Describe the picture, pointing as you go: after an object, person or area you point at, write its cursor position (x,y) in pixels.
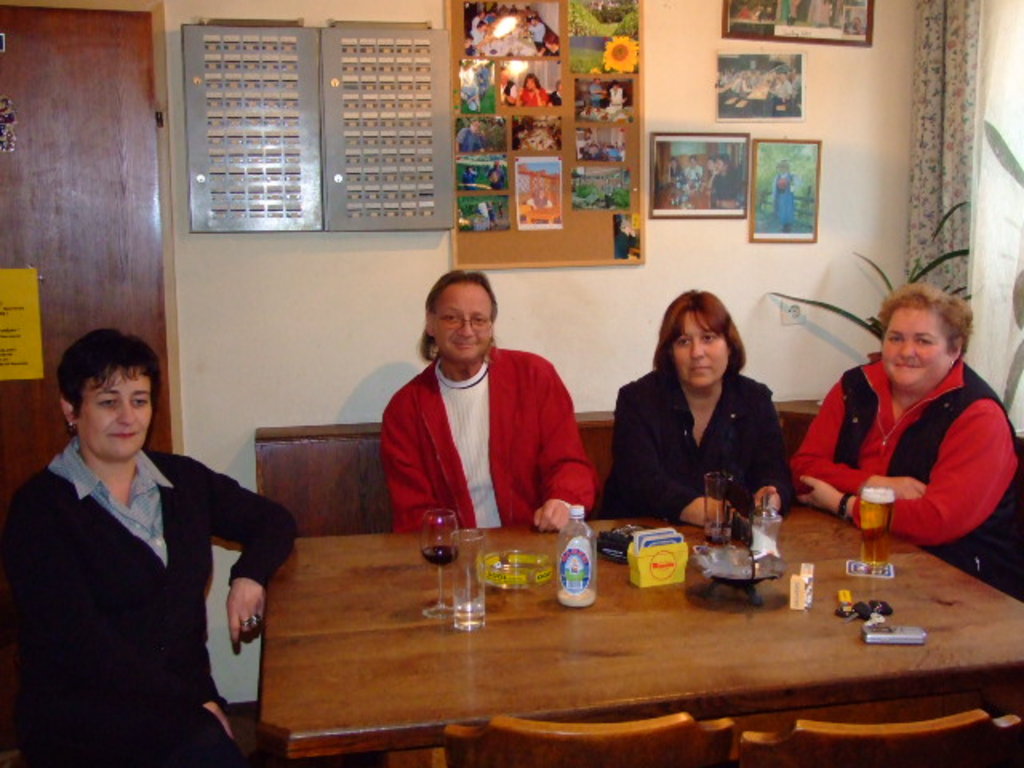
There are a three women (73,405) and a man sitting on a wooden chair (551,733) and the woman (935,294) on the right side (1004,419) having a pretty smile on her face (894,362). This is a wooden table (690,594) where a glass of drink (451,547) and a mobile phone (876,635) are kept on it.
